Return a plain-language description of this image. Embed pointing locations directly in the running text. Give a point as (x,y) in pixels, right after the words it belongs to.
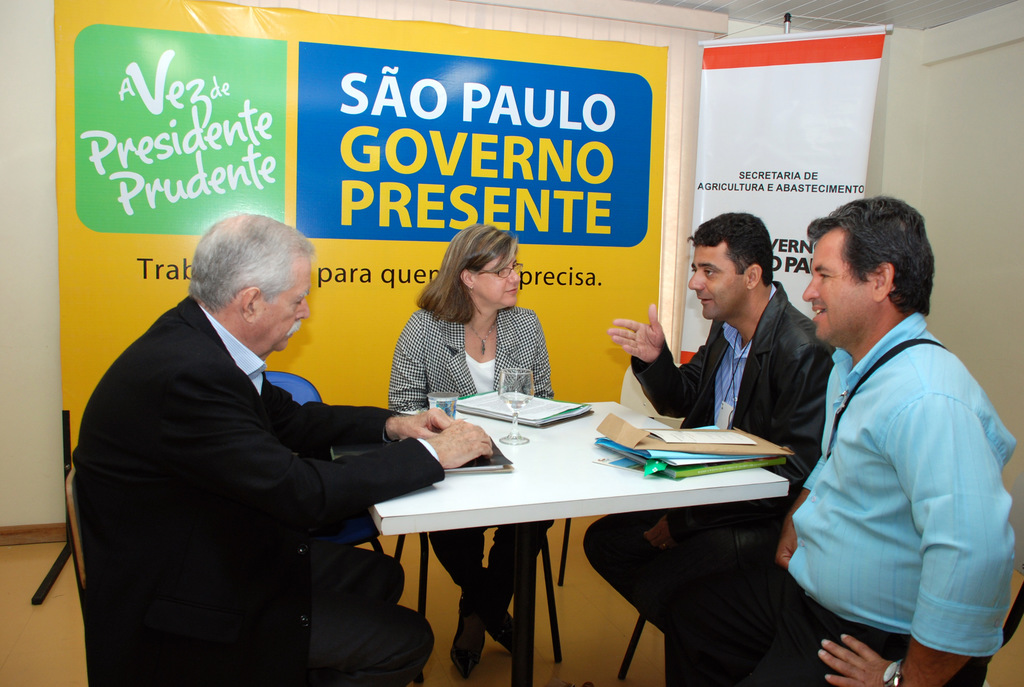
In this picture we can see four persons (736,652) sitting on the chairs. This is the table (534,475). On the table (633,495) there are some files (671,428), and a glass (517,374). And this is the floor (40,632). And on the background (225,168) there is a banner (429,132). And this is the wall (960,172).
